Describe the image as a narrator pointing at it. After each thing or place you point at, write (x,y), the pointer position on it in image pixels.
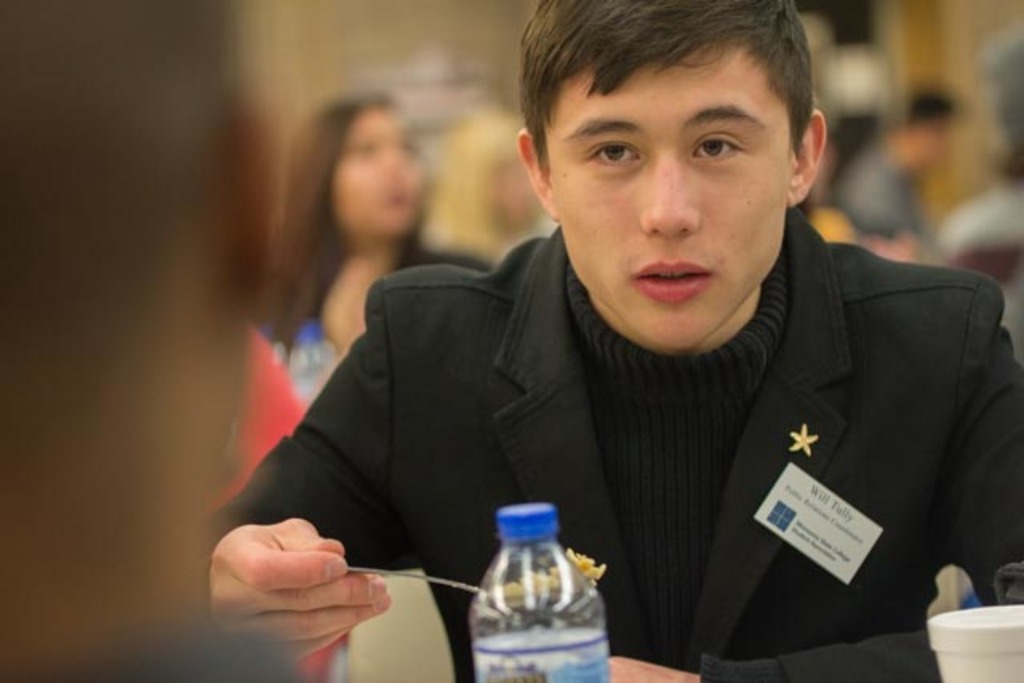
A man (580,311) is having some food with a spoon (584,557) sitting in front of another man (151,437) looking straight into him. Sitting on a table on which there is water bottle (519,587) and they are located in a restaurant (928,173) with some people (923,152) surrounding them.
